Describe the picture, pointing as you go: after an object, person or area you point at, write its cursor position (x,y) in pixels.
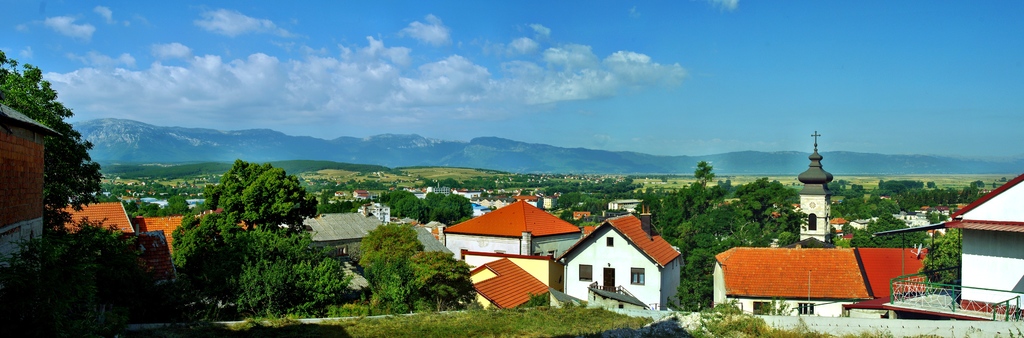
These are the houses (769,300), on the right side (813,219) there is a church (825,226) and on the left side (219,224) there are green color trees (220,253). At the top (417,72) it's a sky (420,72).
